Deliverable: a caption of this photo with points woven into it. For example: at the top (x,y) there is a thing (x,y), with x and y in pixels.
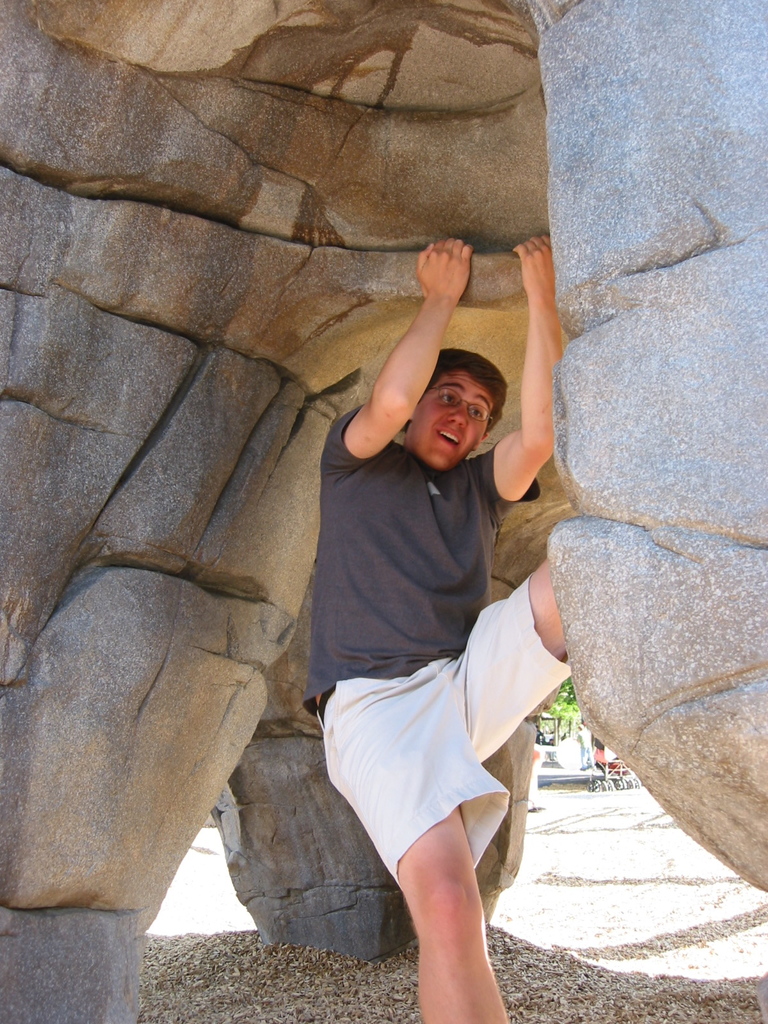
In this picture we can see one person (466,463) is hanging with the help of rock (56,801).
